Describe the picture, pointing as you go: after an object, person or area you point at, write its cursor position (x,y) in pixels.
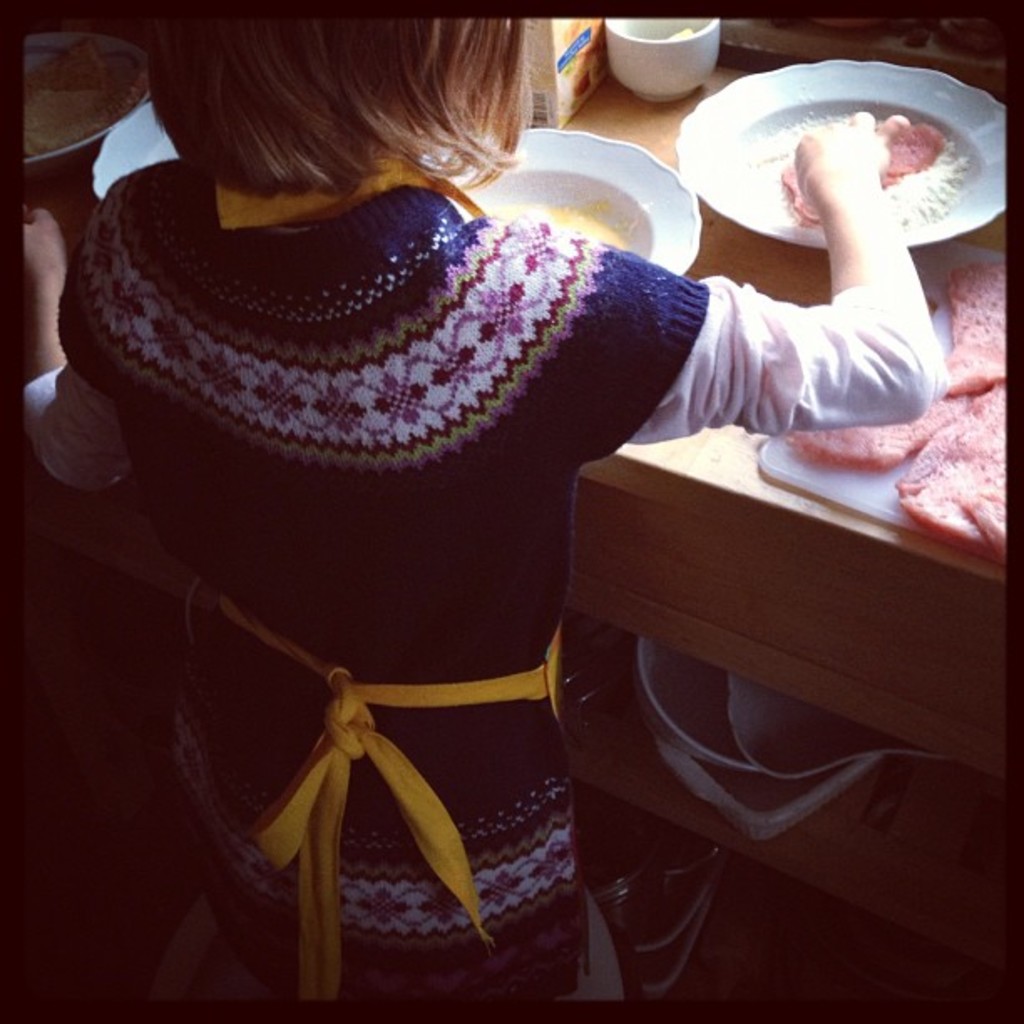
In this image I can see a person (643,371) is standing. Here on this table (860,596) I can see food slices (952,405), few plates (709,172) and a cup (654,87).
